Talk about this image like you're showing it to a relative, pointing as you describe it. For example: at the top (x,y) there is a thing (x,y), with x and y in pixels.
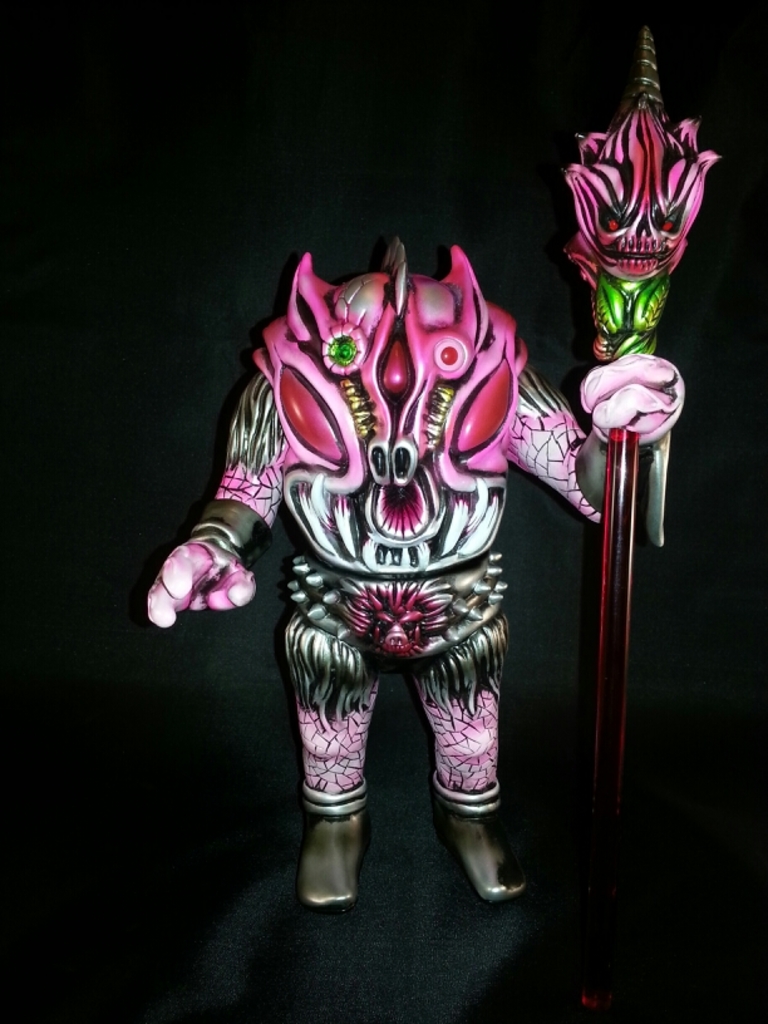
In this image there is a demon (407,510) holding some object (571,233).
